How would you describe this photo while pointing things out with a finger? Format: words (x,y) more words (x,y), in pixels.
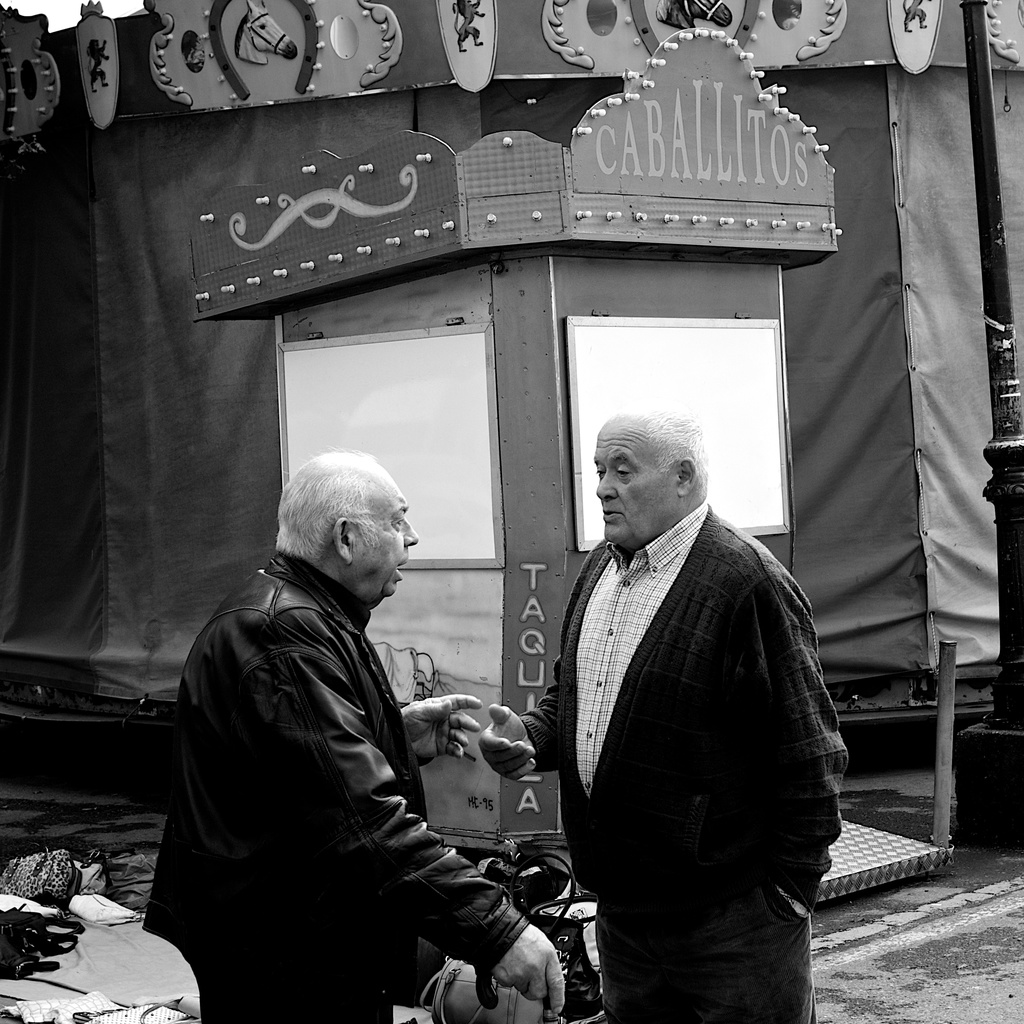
There is a black and white image. In this image we can see two persons (498,752) standing. Person (324,805) on the left (293,804) is holding something in the hand (549,947). On the left side (131,968) there is a cloth (131,969). On that there are few items (78,912). In the back (113,180) there is a tent (801,69). Also there is a small shed (508,301). On that something is written. On the right side (1004,174) there is a pole (1011,357).
